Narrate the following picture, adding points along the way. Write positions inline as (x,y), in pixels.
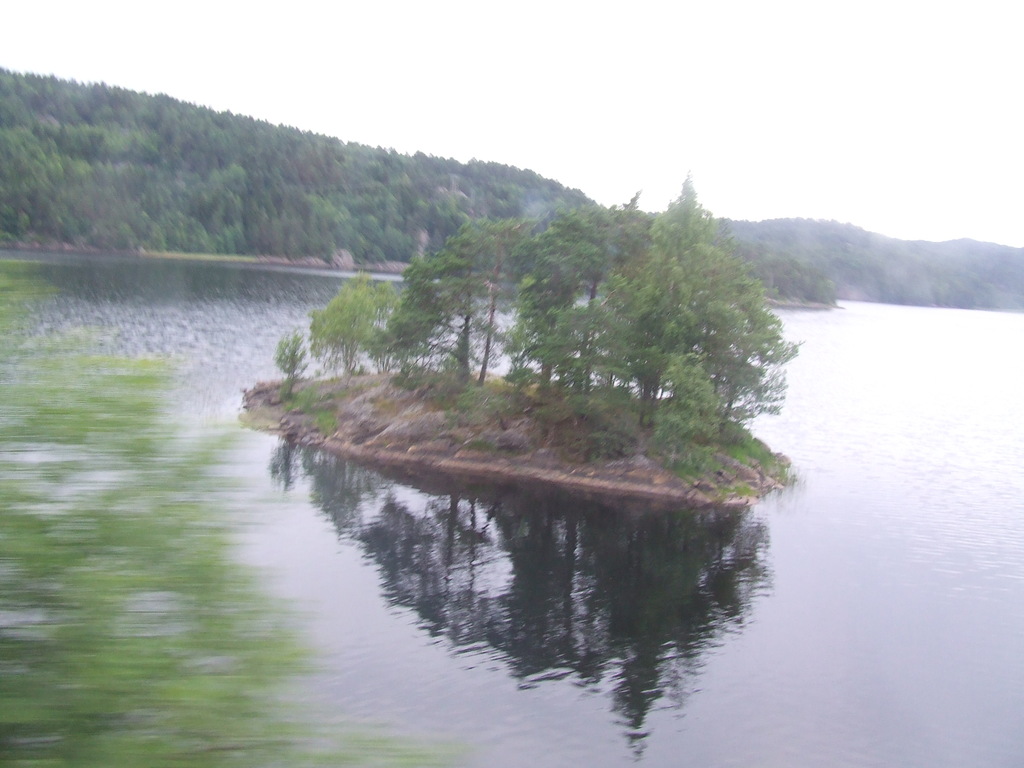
In this image I can see the water (729,605), few trees (623,369) and in the background (191,229) I can see few trees (197,202), a mountain (824,243) and the sky (661,133).
